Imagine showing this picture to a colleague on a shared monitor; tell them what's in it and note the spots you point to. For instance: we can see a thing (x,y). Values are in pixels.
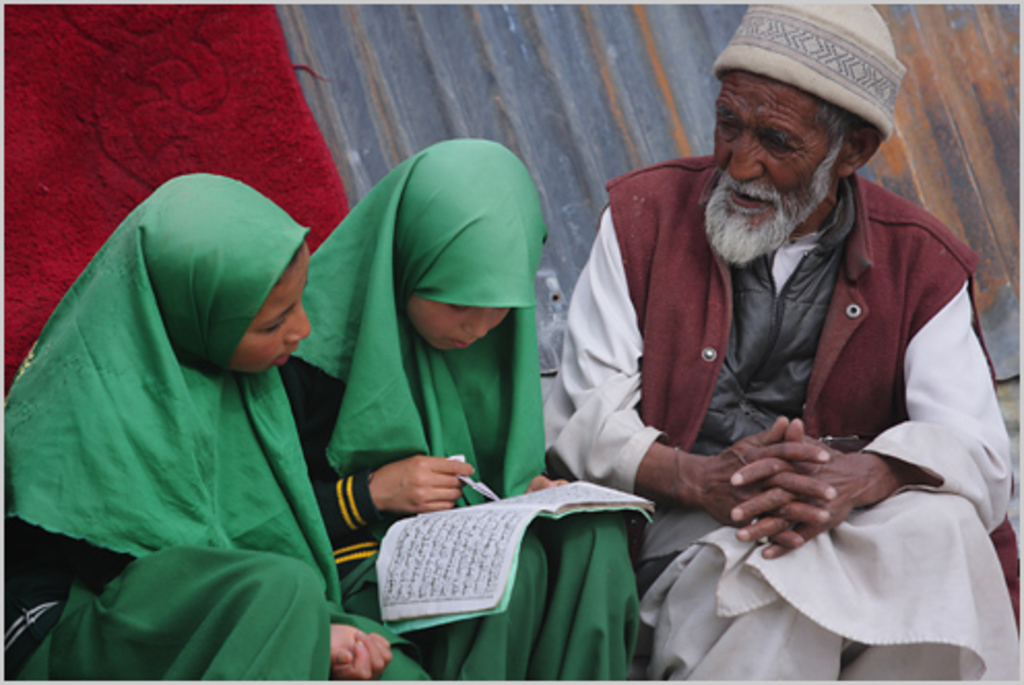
In this picture there is a kid (451,484) wearing green dress (469,437) is sitting and holding a book (523,498) in her hand (535,489) and there are two persons (613,351) sitting on either sides of her and there is a red cloth (269,132) and some other object (328,48) in the background (446,42).
